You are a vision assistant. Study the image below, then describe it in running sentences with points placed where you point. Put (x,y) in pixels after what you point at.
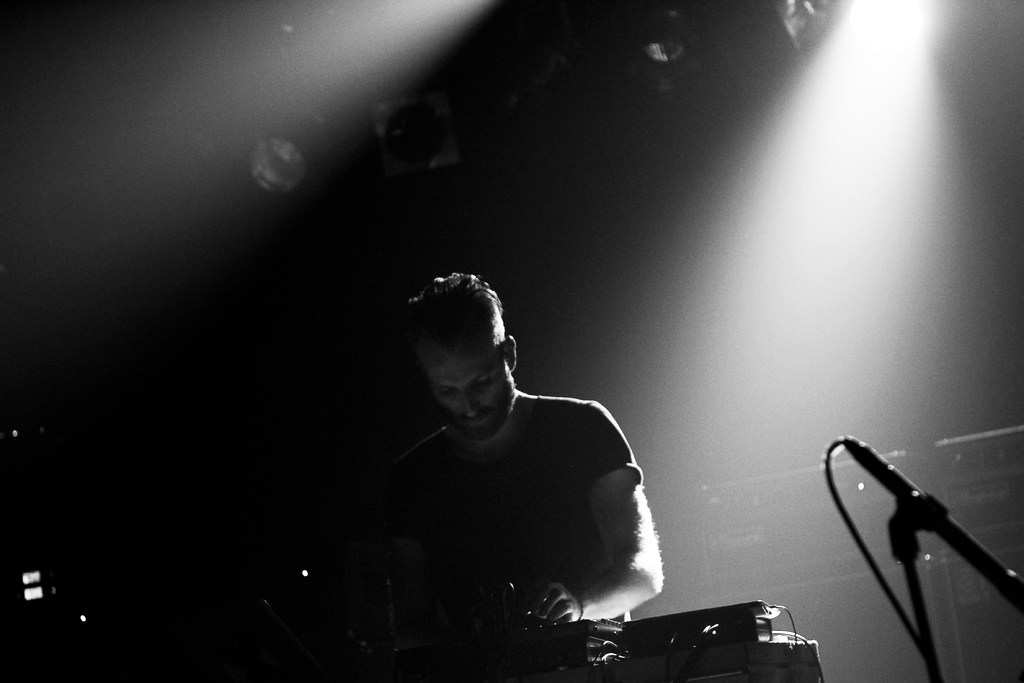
In this image I can see a person (557,573) is playing a musical instrument (650,624) and a mike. In the background (861,591) I can see lights (894,235) and a dark color. This image is taken may be on the stage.
